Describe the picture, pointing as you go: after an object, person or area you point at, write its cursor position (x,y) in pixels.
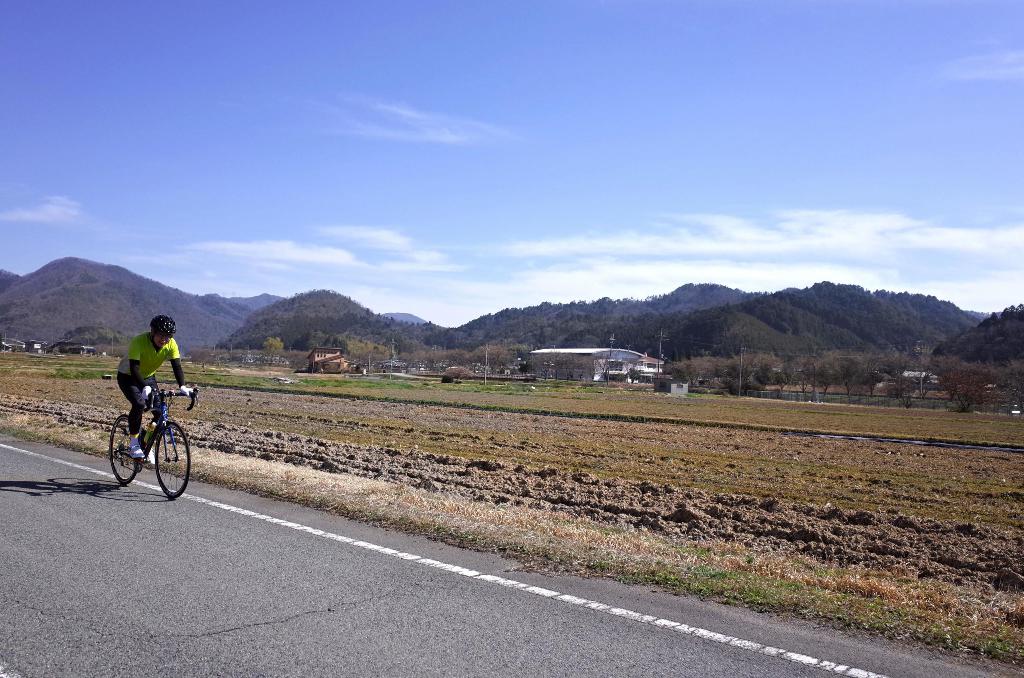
In this image, we can see a person (142,340) is riding a vehicle (156,464) on the road (275,600) and wearing a helmet (167,318). Background (199,344) we can see grass (793,456), trees (911,345), houses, poles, mountains (382,343) and sky (309,98).
